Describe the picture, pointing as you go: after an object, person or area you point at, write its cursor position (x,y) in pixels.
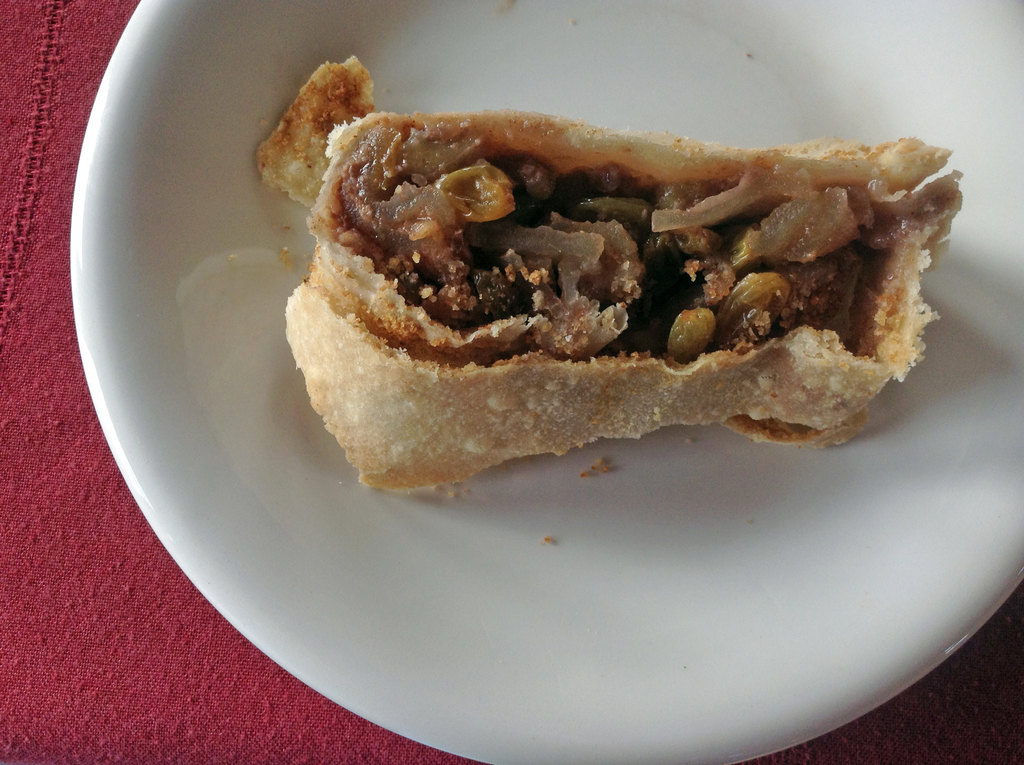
In this image we can see a food product (682,248) placed on the plate (592,667). A white plate (634,616) is placed on the red color cloth surface (144,597).
